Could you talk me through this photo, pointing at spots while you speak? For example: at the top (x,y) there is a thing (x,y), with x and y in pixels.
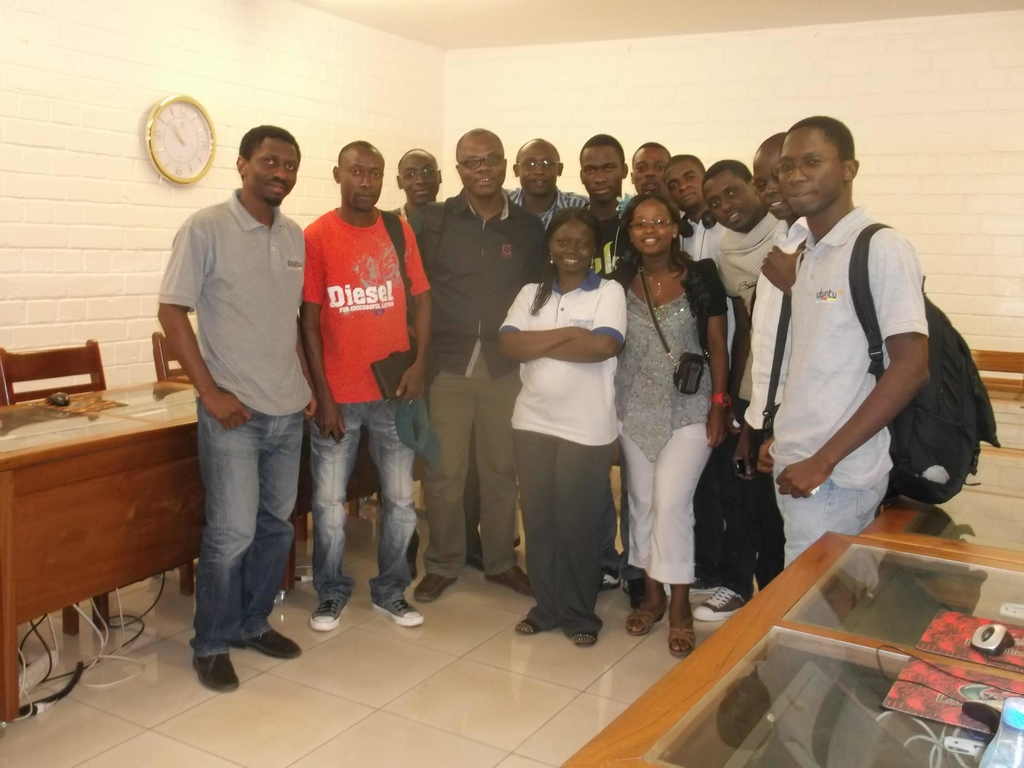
The image is taken in a room (507,696). In the center of the image (434,460) there are people (478,342) standing, many are smiling. On the left (87,483) there are cables (23,674), tables (96,423), chairs (97,371) and a clock (174,172). On the right (909,616) there are tables (1000,491), mouse pads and other objects (982,713). The wall (582,94) is painted white.
